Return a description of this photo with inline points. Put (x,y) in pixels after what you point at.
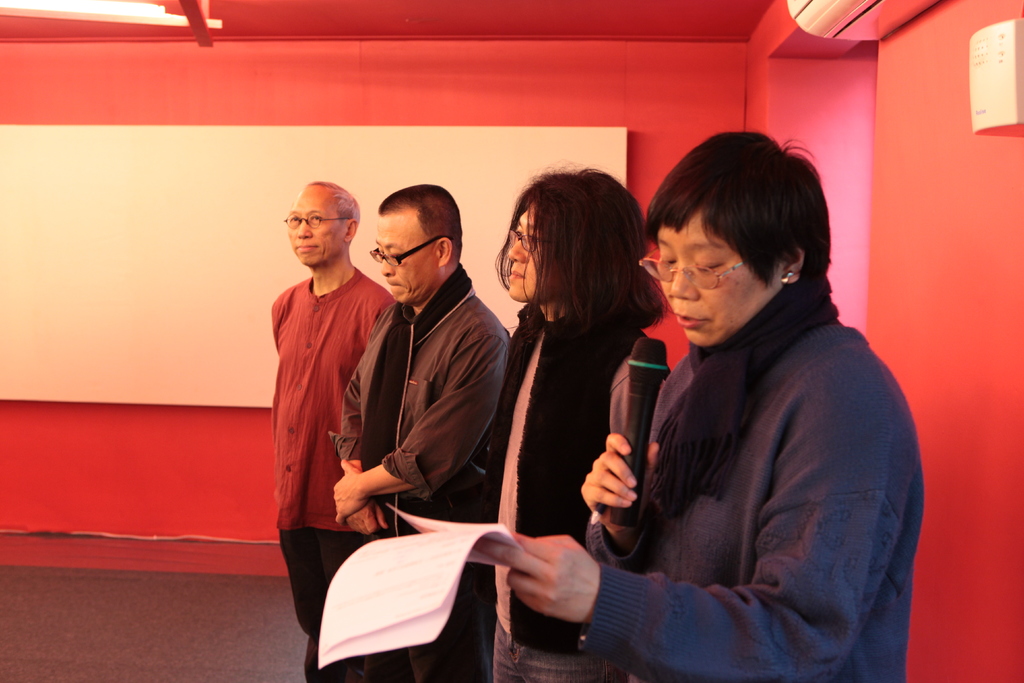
In this image there are people (406,422) standing, one lady (629,491) is holding a mike (632,509) and papers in her hand (565,565), in the background (892,90) there are walls (603,118).
